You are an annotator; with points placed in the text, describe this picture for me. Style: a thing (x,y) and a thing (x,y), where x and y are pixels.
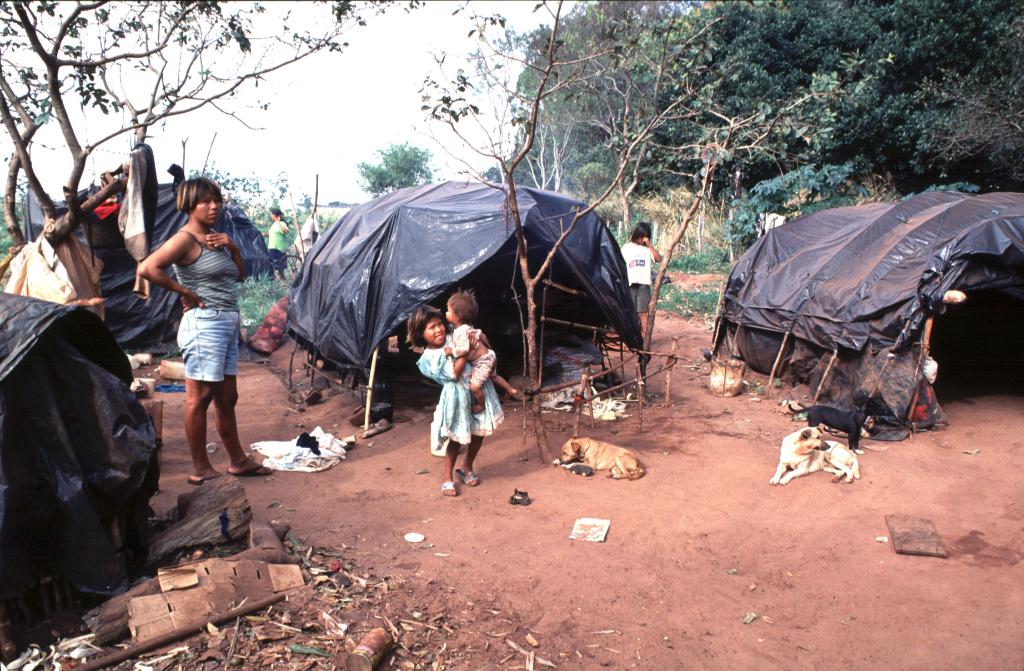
In the image there are few people (470,333) standing on the land (487,602) with tents (320,335) behind them and few stray dogs (853,476) laying on the floor (943,513), in the back (108,150) there are trees (139,138) and above its sky (390,101).
